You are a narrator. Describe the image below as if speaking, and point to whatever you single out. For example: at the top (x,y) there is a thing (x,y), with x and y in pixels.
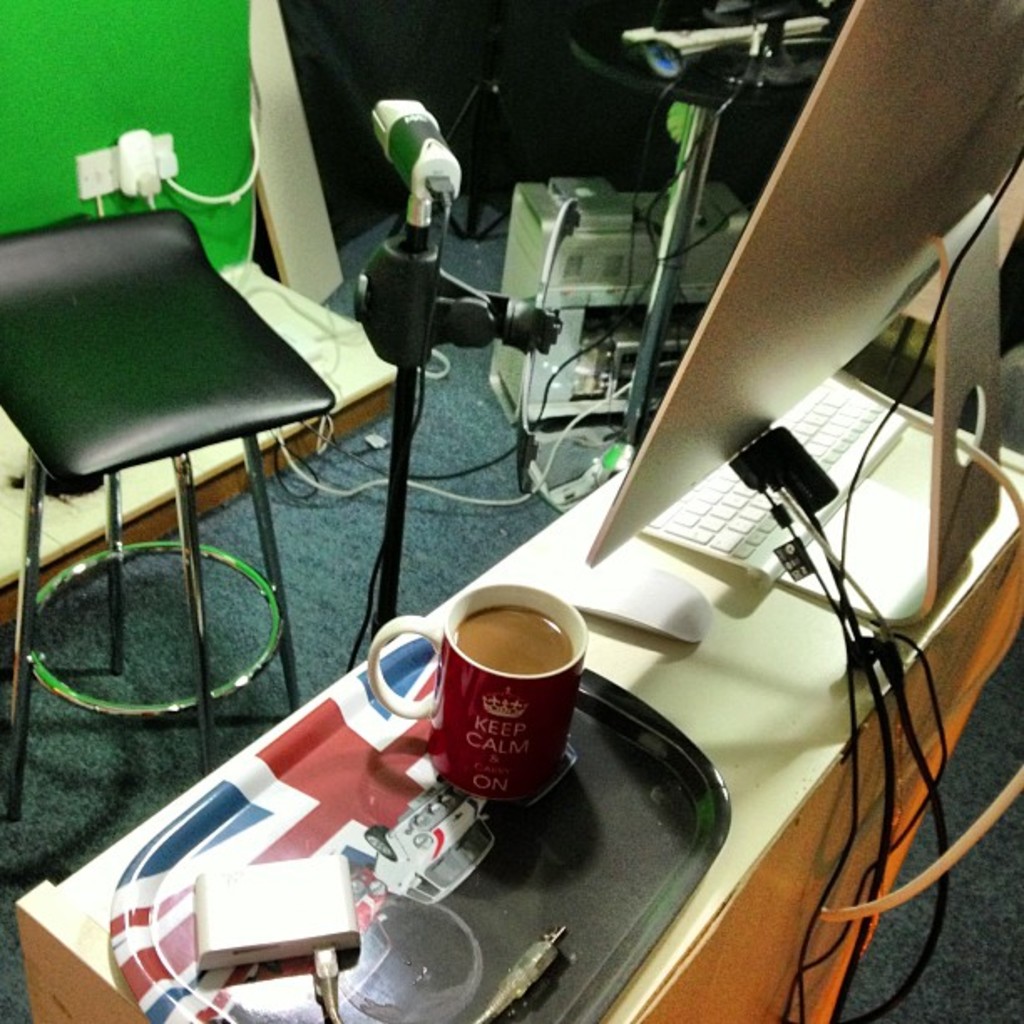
In this picture, we see many electrical equipment (414,144). On left bottom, we see black stool (142,365) and beside that, we see a platform (342,372) which is white in color and on right bottom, we see monitor (758,430) and keyboard (862,399) which are placed on the table (897,441) and on left corner of picture (176,16), we see green wall (133,108).
